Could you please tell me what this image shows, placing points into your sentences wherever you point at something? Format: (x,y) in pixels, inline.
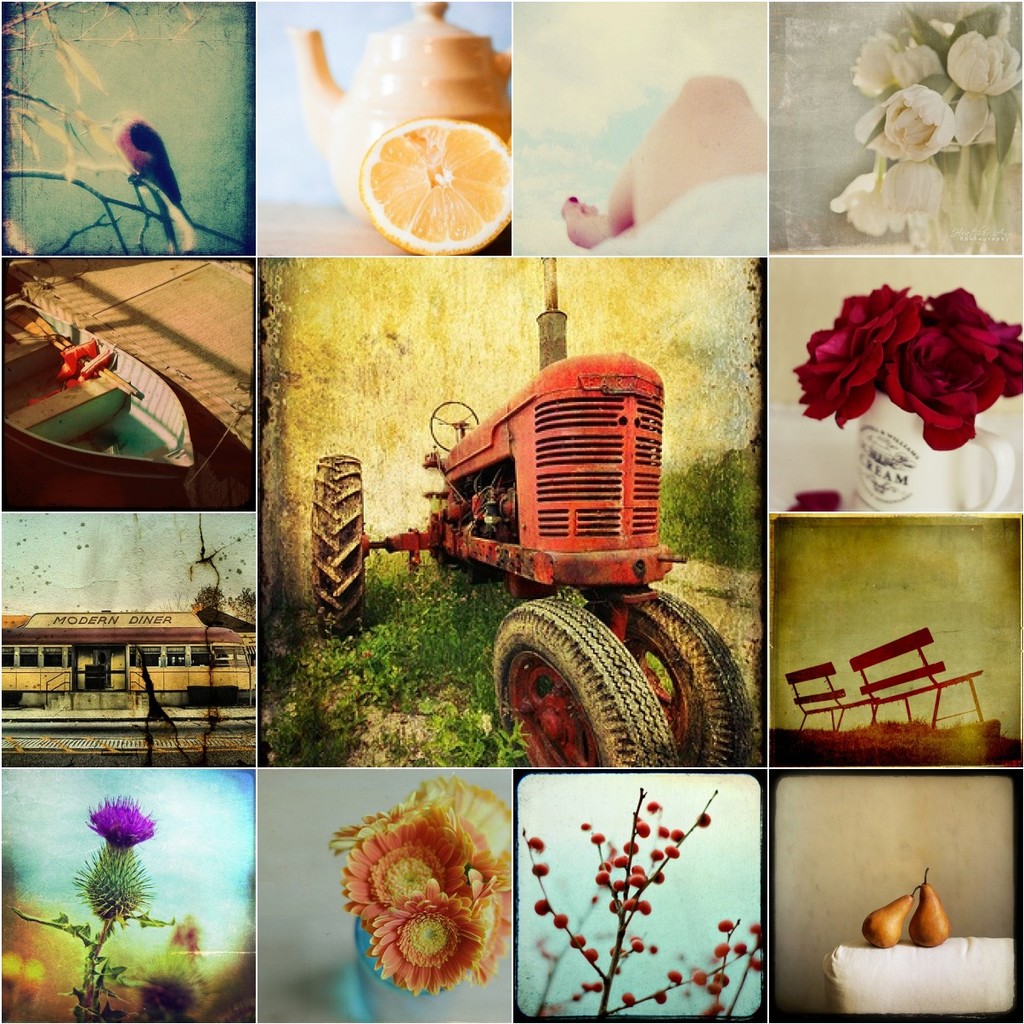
This is a collage picture and in this picture we can see a vehicle (564,671), boat (60,350), teapot (499,77), building (62,676), flowers (480,874), benches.
